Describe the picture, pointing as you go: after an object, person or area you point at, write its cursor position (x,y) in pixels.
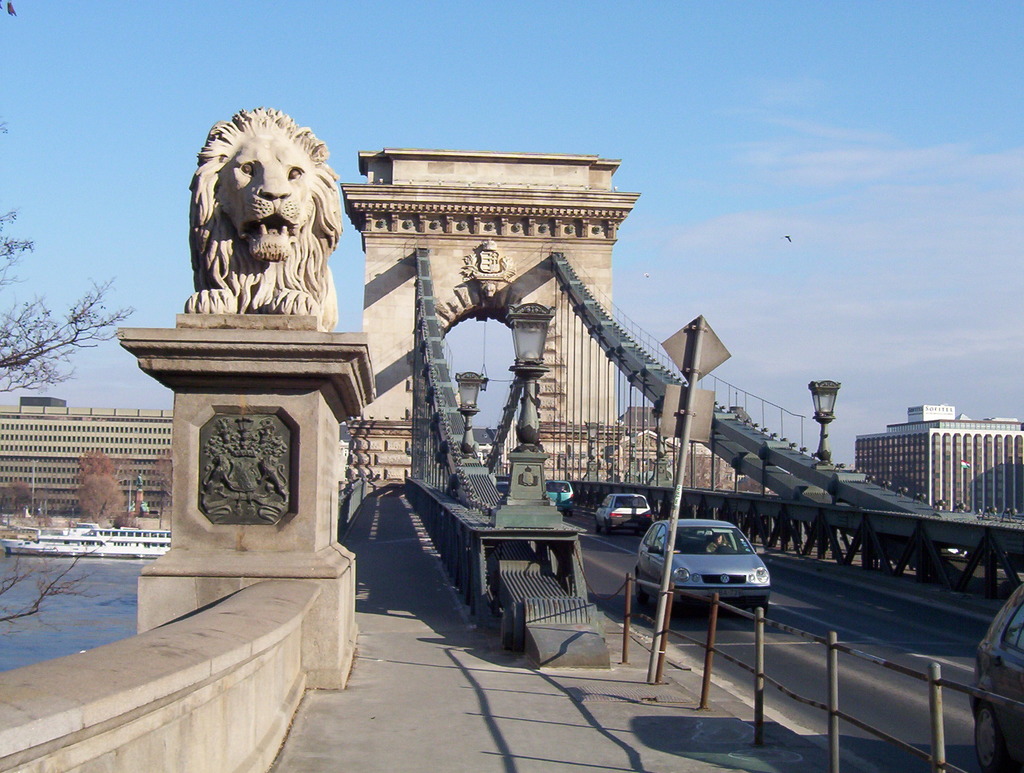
In this image there is a sculpture (308,300) of a lion (260,271) at left side of this image (280,386) and there is a bridge (510,465) in middle of this image (571,447). There are some cars (648,559) on the road (788,617) at bottom of this image (720,545) and there are some buildings (924,445) in the background (29,438). There is a river (72,617) at left side of this image (73,597) and there is a tree (25,335) at middle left side of this image (37,296) and there is a sky (486,90) at top of this image (691,121).
